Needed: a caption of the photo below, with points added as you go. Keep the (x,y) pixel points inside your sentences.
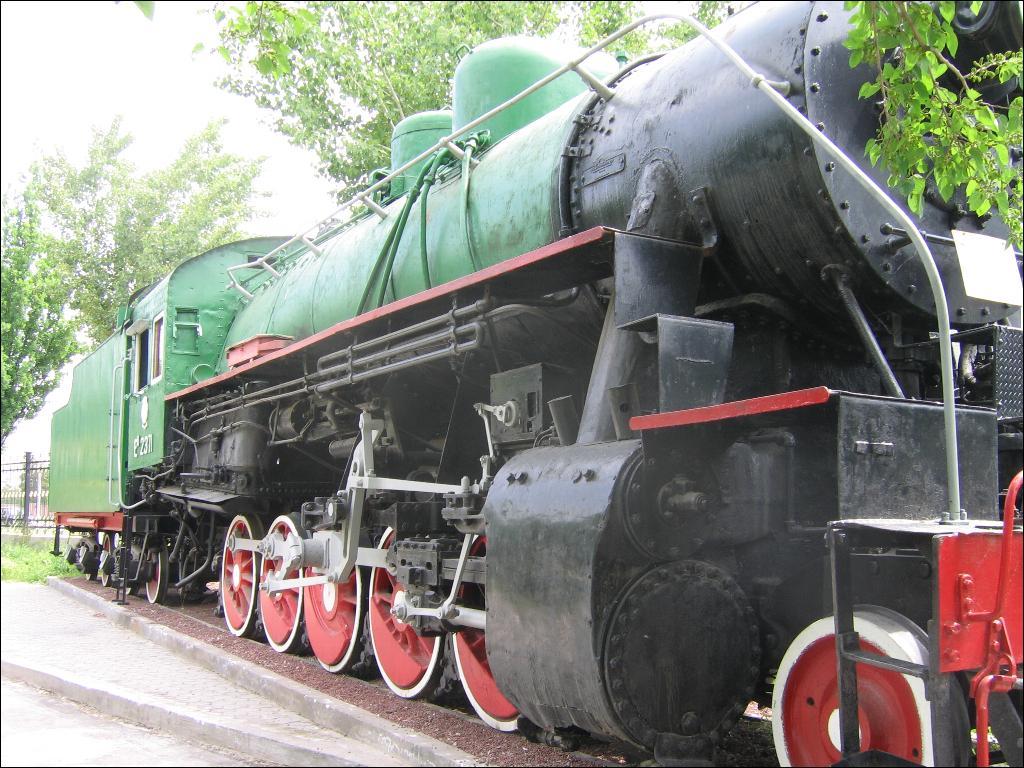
In this picture we can see a train engine (513,432) on the right side (889,205), in the background (76,245) there are some trees (107,232), we can see the sky (94,70) at the left top of the picture (91,51).
